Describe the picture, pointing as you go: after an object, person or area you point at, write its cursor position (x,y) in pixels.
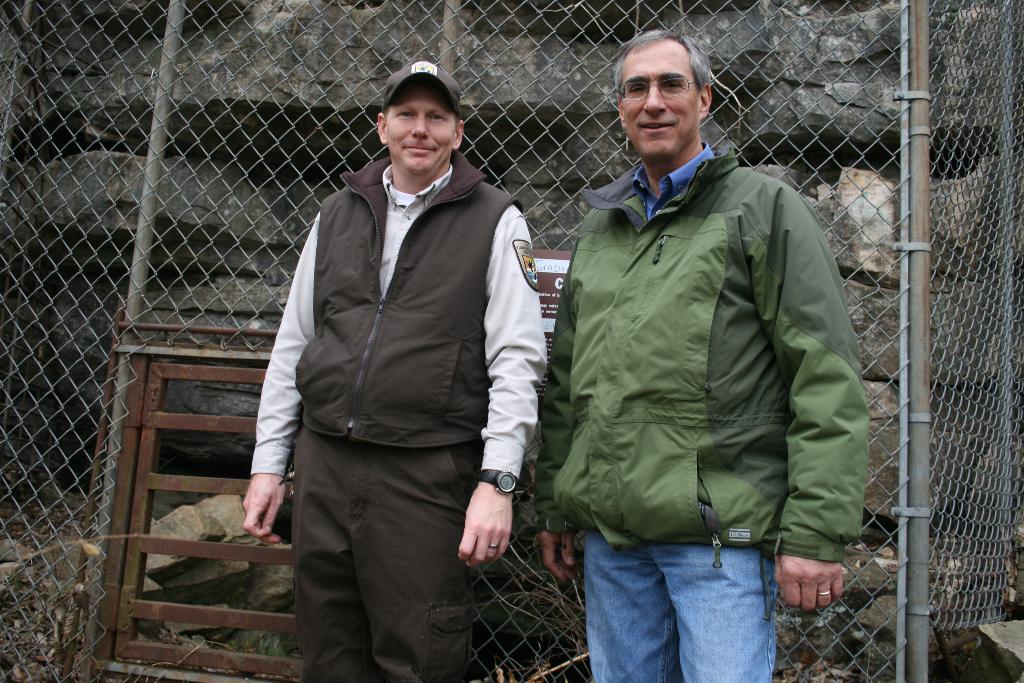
In this picture I see 2 men (494,547) in front (702,257) and I see that they're standing and both of them are smiling and in the background (39,267) I see the fencing (1009,226) and the rocks (141,121).
